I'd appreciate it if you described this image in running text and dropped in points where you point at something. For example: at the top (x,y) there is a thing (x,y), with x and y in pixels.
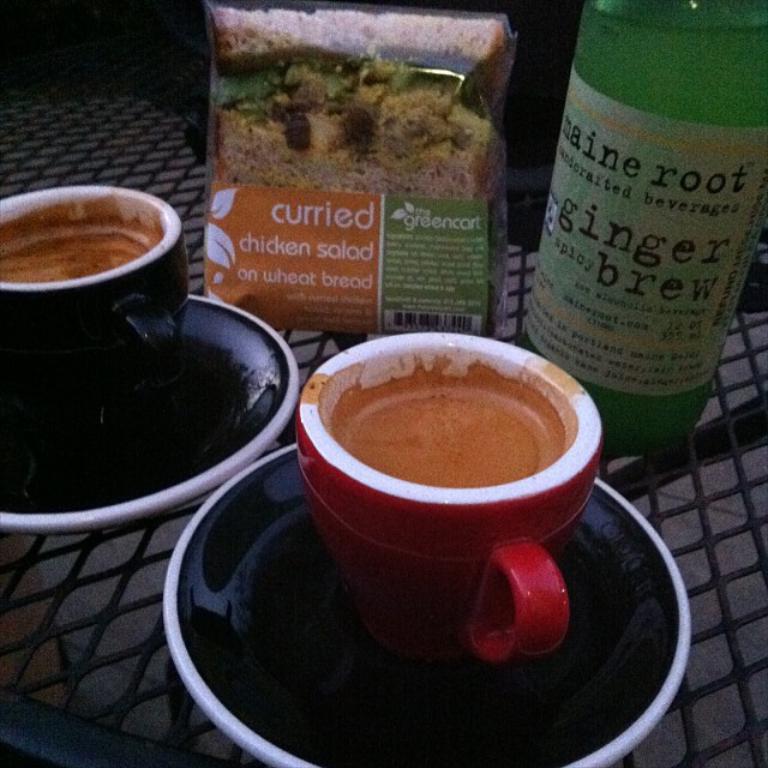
Here in this picture we can see a couple of cups (168,260) filled with something present on a saucer (158,455) and we can also see a bottle (632,115) and a packet (281,116) all present on the table (108,571).
